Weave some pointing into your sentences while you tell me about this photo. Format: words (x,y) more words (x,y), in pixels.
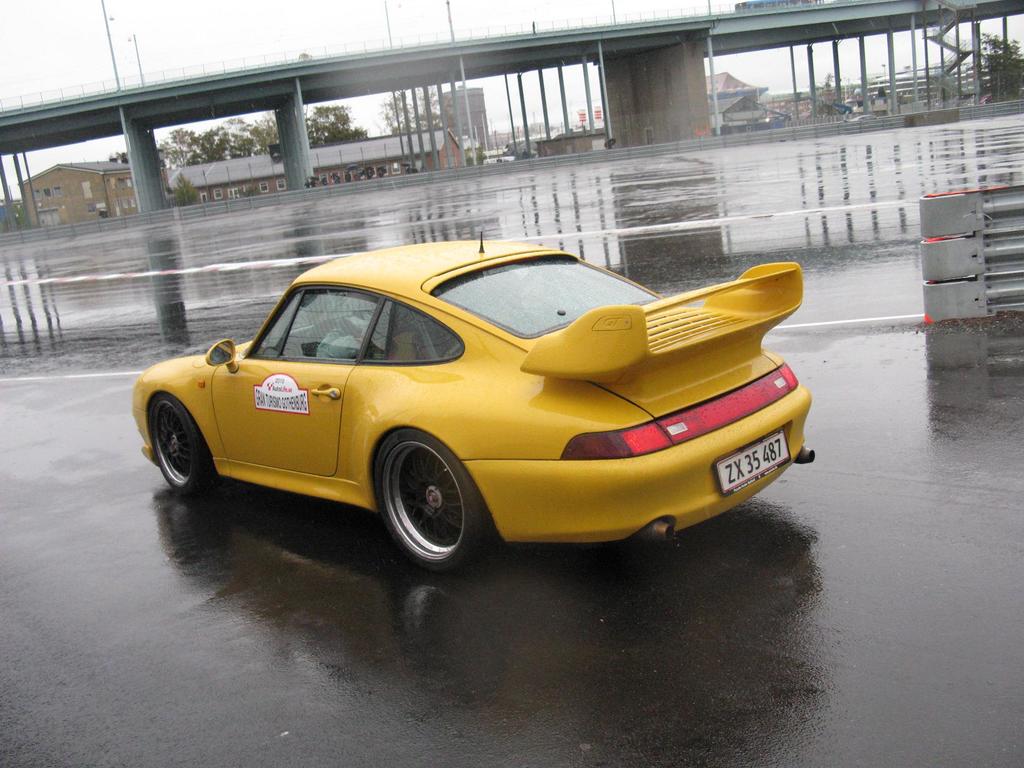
This is an outside view. Here I can see a yellow color car (387,481) on the road (363,660). In the background (379,165) there is a bridge (627,80), buildings (330,150) and trees (179,133). At the top of the image (155,28) I can see the sky (156,30).
